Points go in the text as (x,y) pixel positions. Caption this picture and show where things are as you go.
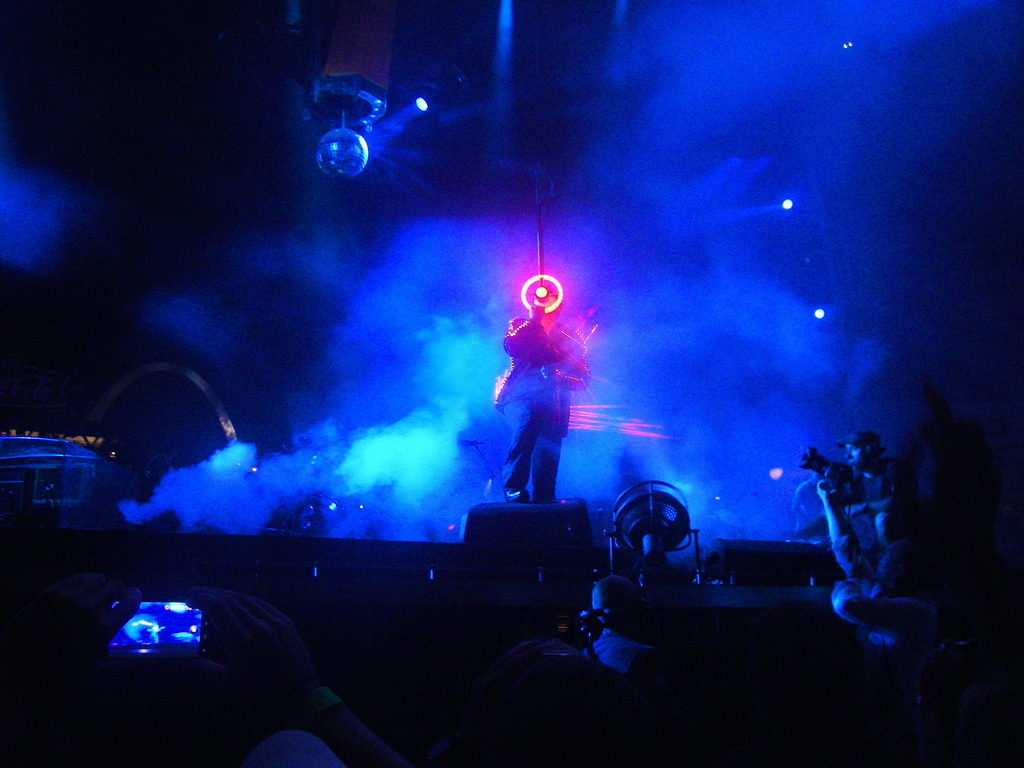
In this picture there is a man (557,348) in the center of the image (570,377), by holding a mic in his hands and there are other people (32,644) at the bottom side of the image (587,607), there is smoke (592,460) in the center of the image (413,410) and there are spotlights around the area of the image.
